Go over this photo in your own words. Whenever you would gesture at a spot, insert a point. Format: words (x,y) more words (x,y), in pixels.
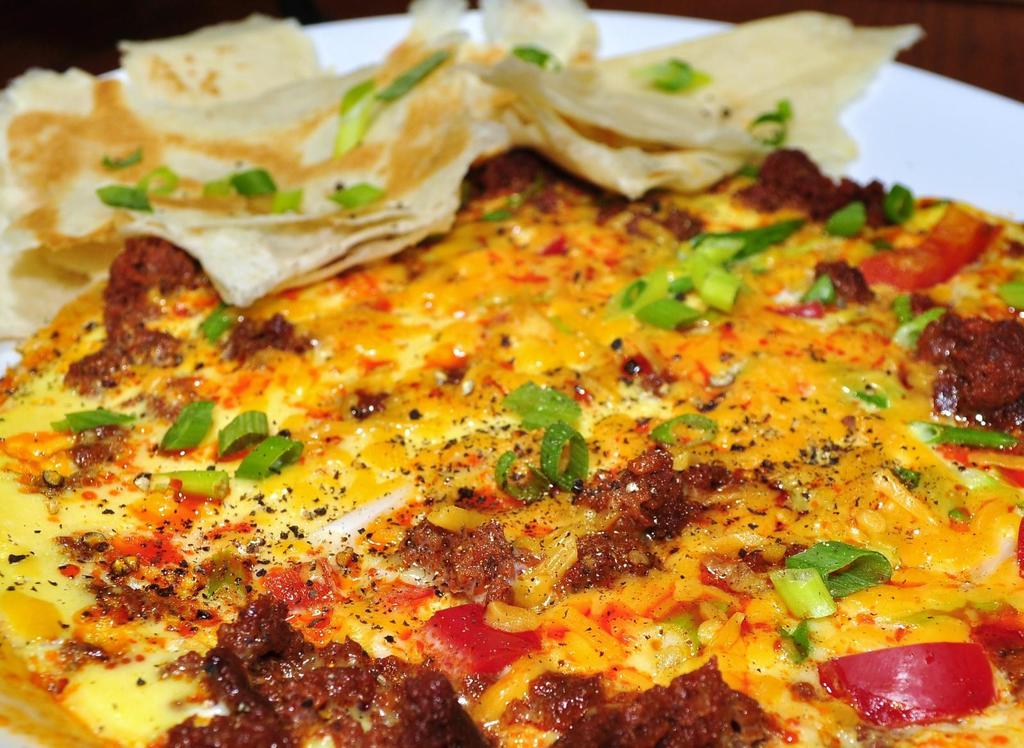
In this picture I can see the food item (455,326) in the plate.
